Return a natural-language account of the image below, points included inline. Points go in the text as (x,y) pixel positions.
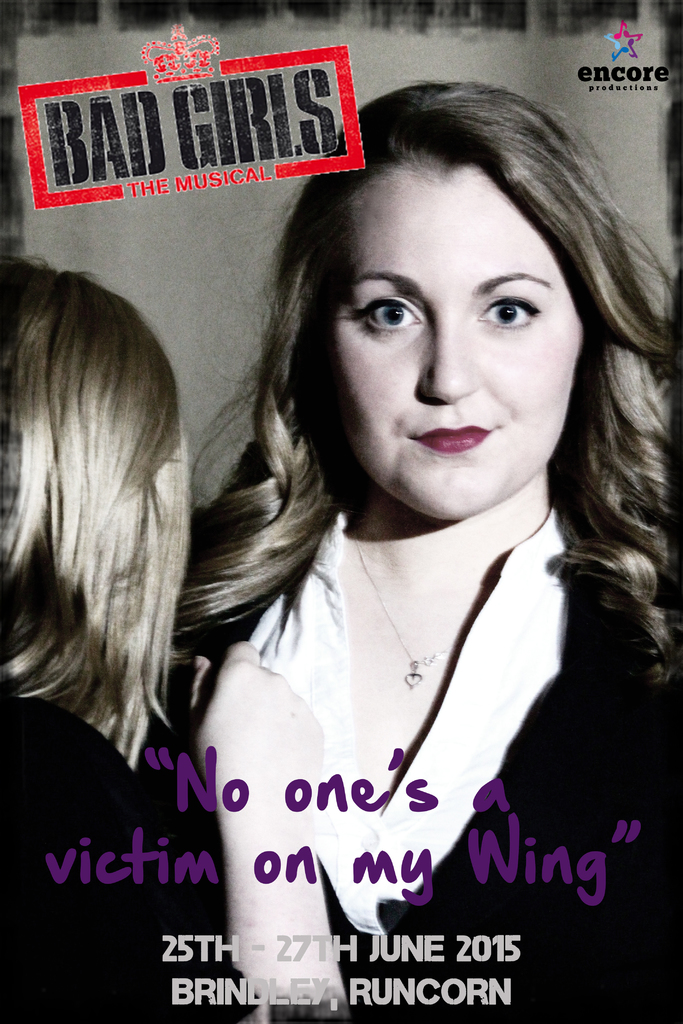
In this image there is a poster (473,178) in which we can see there is a girls pic (416,197) and some logo (304,105) with text (612,73), water mark (612,73).
